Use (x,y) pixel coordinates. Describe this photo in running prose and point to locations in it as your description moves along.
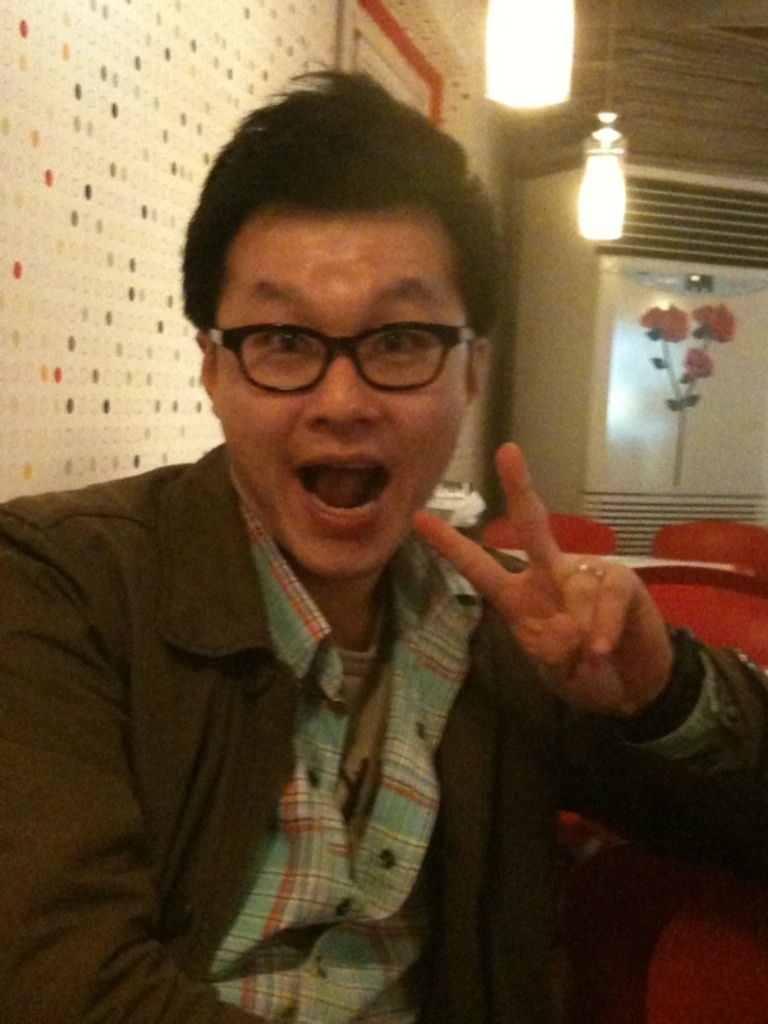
In this image we can see a person (359,557) sitting, behind him we can see some chairs (703,624) and a table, on the left side of the image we can see the wall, in the background (649,402) it looks like cupboard (642,349) and there are lights (583,207).
